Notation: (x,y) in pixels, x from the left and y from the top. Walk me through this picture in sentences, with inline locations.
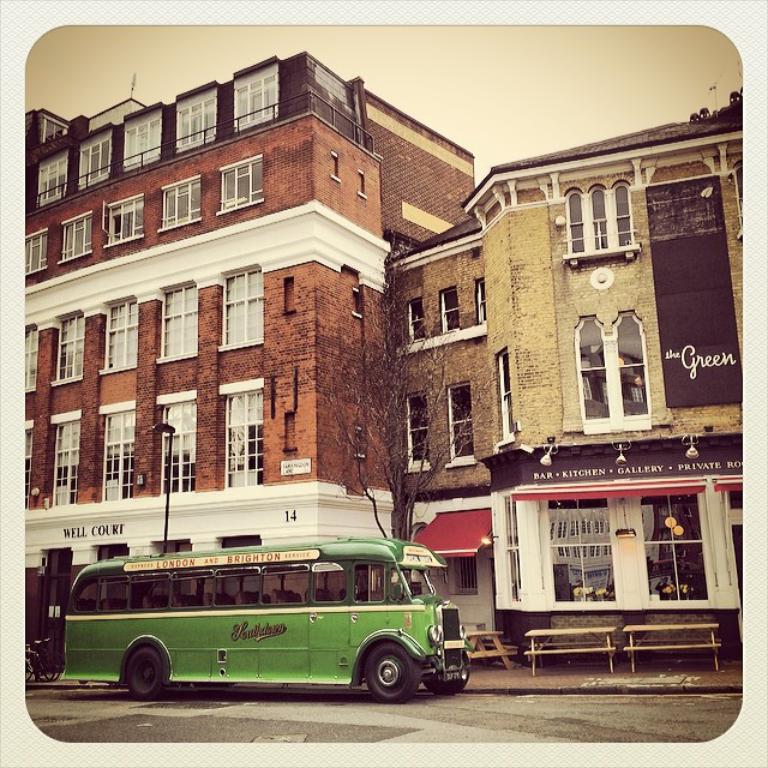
In this picture there is a green color bus (307,640) which is on the road (312,709). Beside that I can see the table (573,635) and benches (507,649). In the back (505,457) I can see the building (457,303). At the top (340,42) I can see the sky (326,42). In the top right corner (734,102) I can see the roof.
